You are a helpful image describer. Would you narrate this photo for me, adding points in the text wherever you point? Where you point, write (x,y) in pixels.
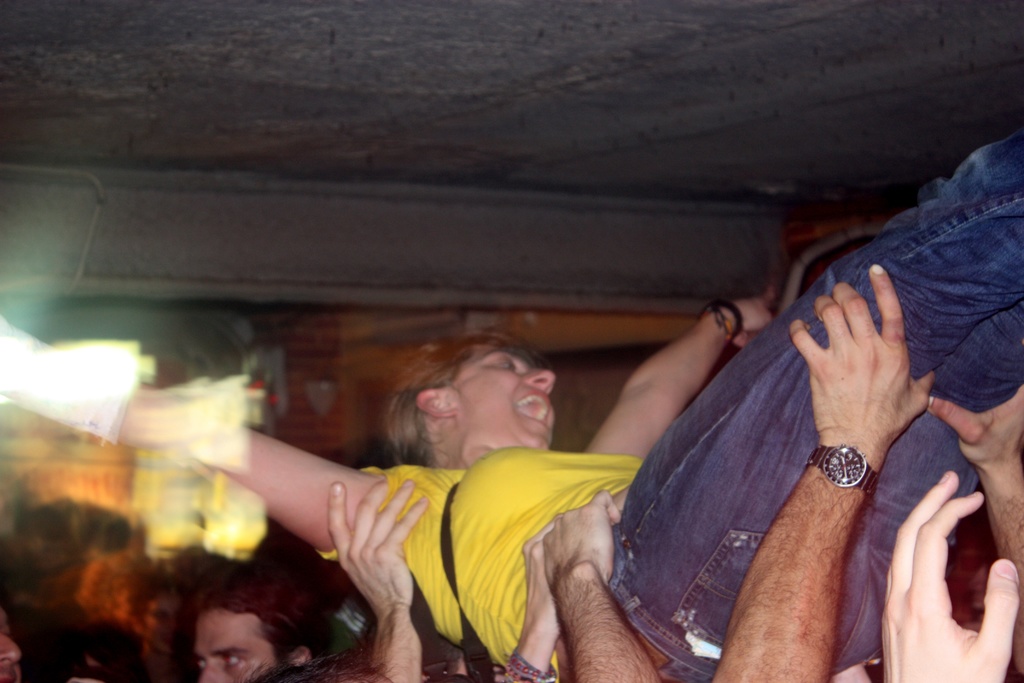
This is a picture taken in a room (465,437), there are group of people (993,670) holding a woman (498,502). The woman (466,507) is in yellow t shirt (484,499) with blue jeans (703,523). Behind the woman (506,535) there is a wall (390,372) and on top (827,147) there is a roof (800,96).
